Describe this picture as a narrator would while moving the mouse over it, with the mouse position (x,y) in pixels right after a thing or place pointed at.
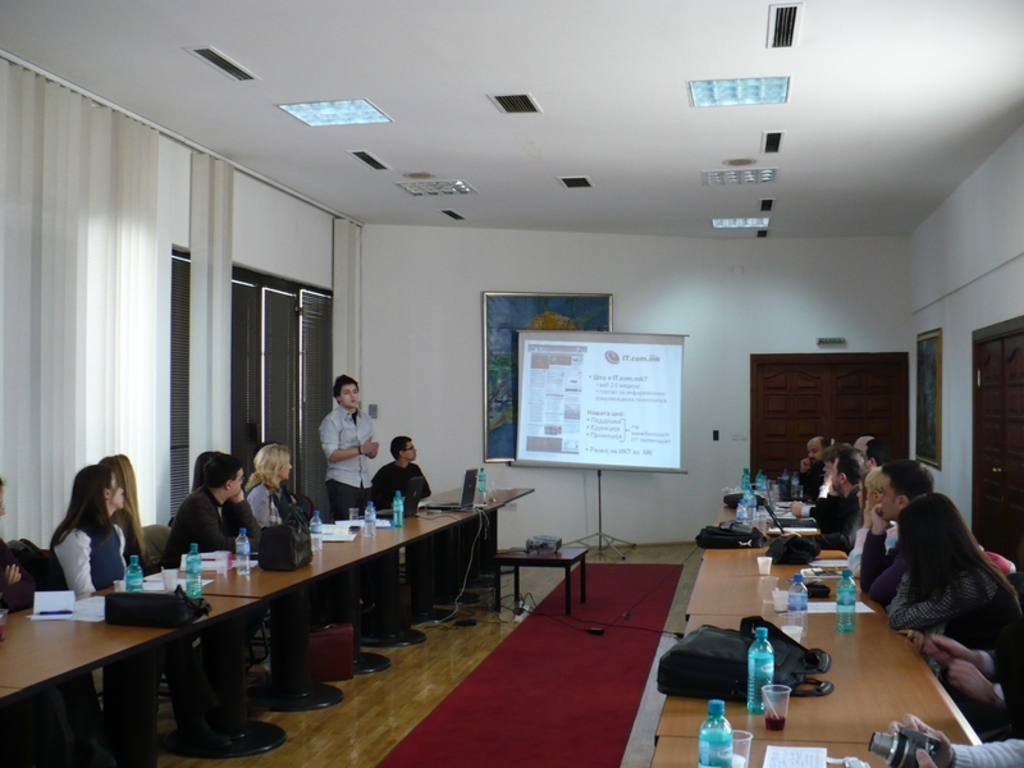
There are few people (172,529) are sitting on the chairs (159,537) and a man (353,472) is standing in the left side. There are water bottles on the table (392,533).
